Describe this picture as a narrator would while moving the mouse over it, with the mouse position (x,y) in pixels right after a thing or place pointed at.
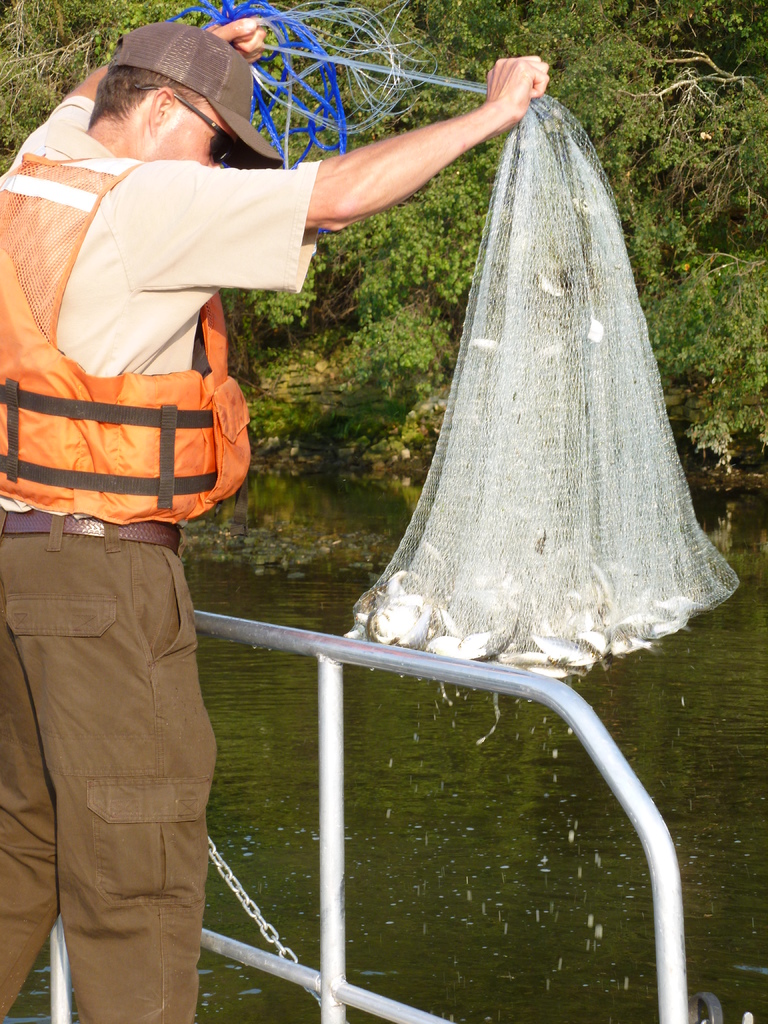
In the person (183,631) wearing orange color jacket (219,474), glasses (228,146), cap (227,111) and pant (113,939) is holding a net (561,362) in which we can see fishes (595,639) are there and standing here. Here we can see water (204,970) and trees (433,312) in the background (433,312).
